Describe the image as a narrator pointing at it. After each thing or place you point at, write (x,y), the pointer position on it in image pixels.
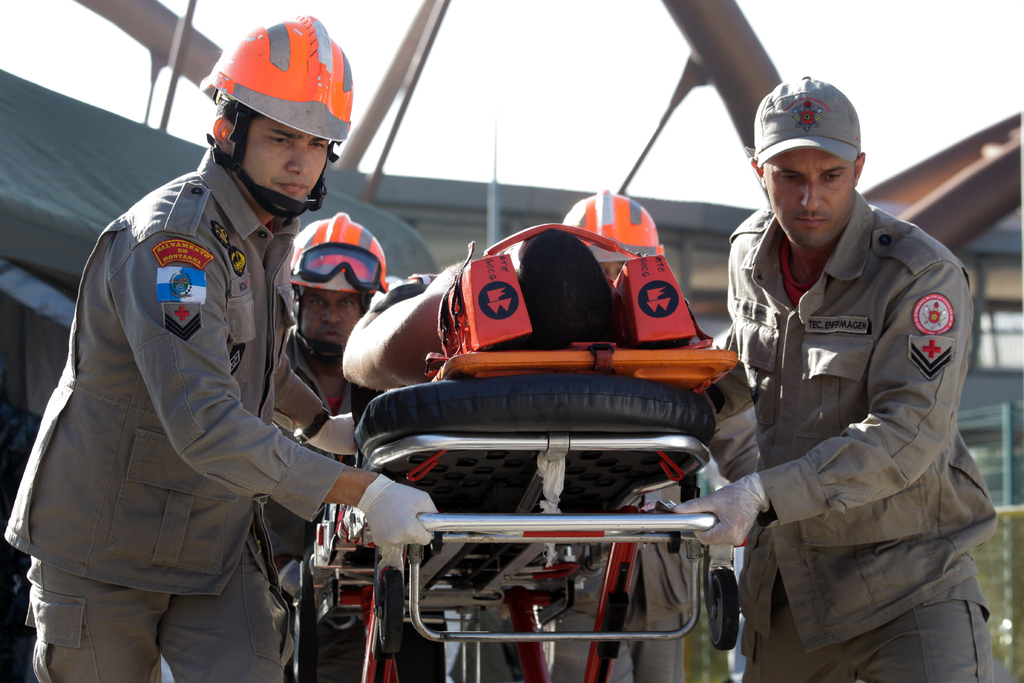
In this image we can see four persons (237,421) holding a stretcher (522,482). On the stretcher (515,483) we can see a person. Behind the persons (799,400) we can see a tent (72,152) and a building (502,196). At the top (506,164) we can see the sky (468,53).
